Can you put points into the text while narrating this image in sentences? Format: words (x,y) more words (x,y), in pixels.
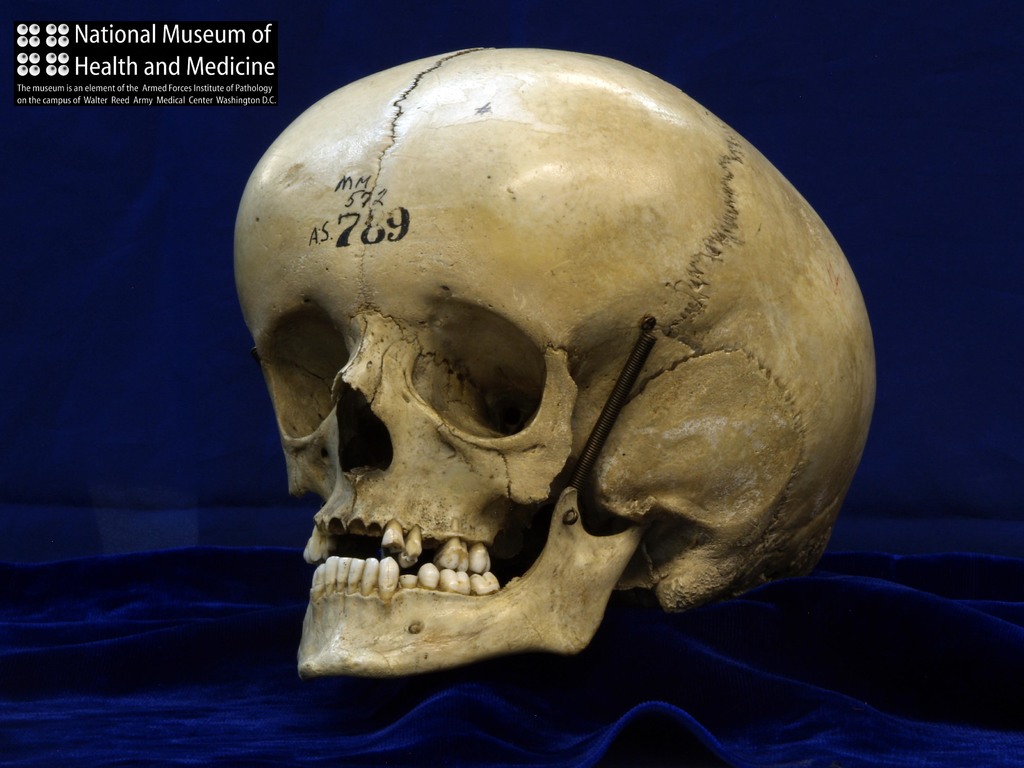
In the foreground of the picture (452,370), there is a skull (485,466) on a blue cloth (237,653) and there is a blue background (62,315). At the top (131,50), there is some text (103,50).
